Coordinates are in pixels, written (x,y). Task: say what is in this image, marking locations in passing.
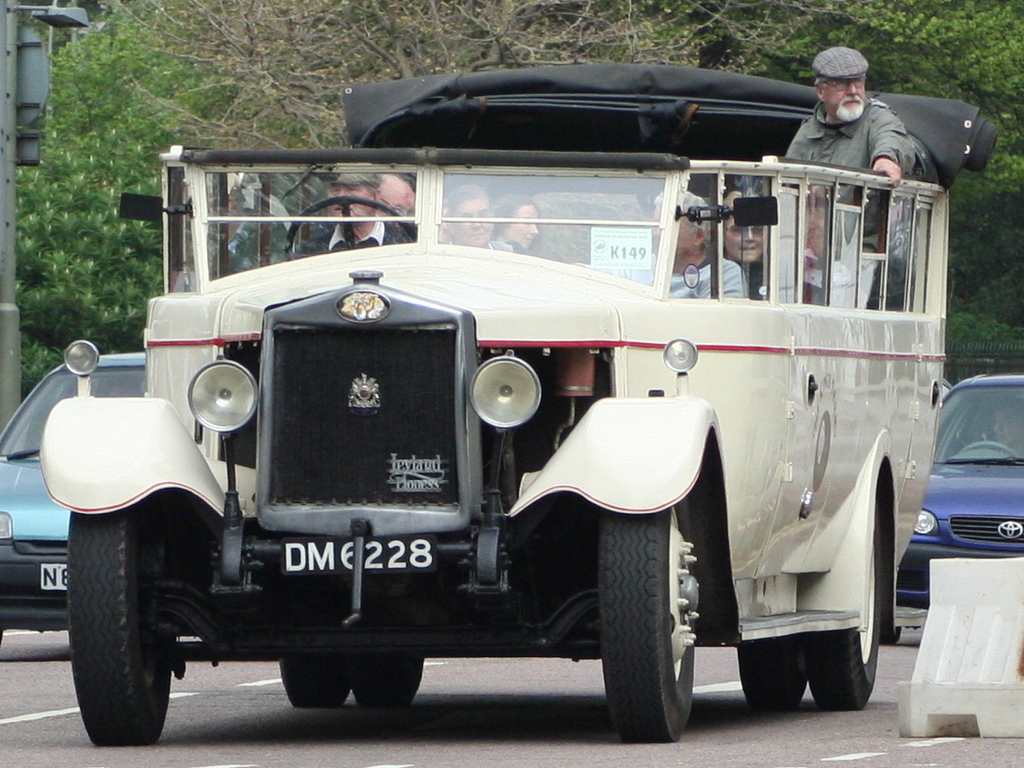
In this picture I can see people (477,223) sitting in a vehicle (439,406). In the background (116,377) I can see cars (110,385) on the road (191,749) and trees (199,126). On the right side (956,694) I can see a white color object (970,686) on the road (890,692).
